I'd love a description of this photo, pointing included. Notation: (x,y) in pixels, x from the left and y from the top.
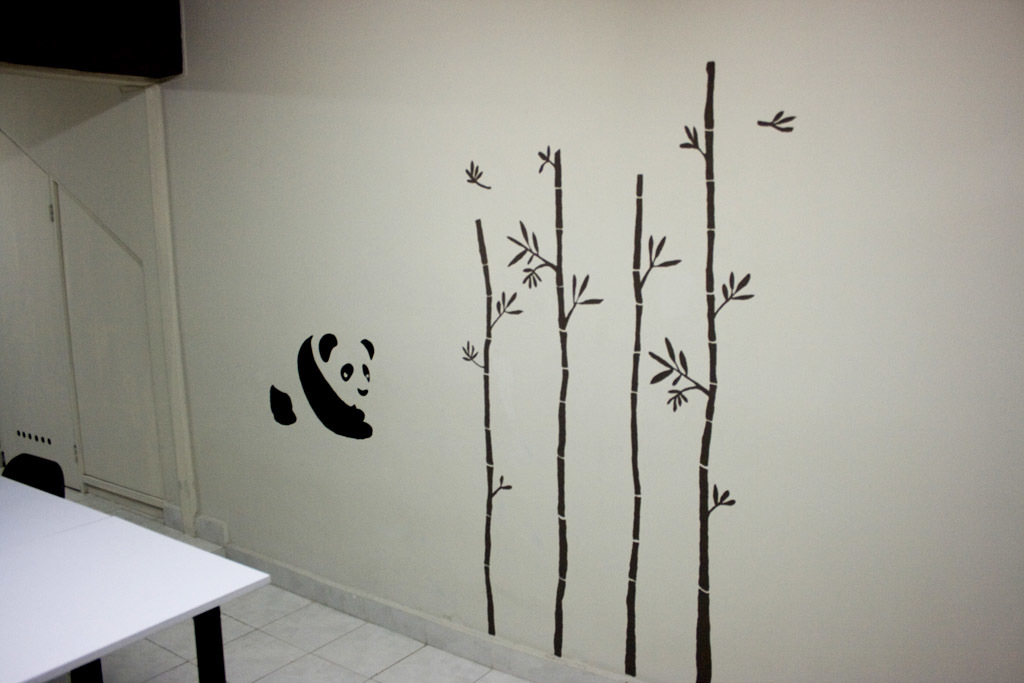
In this picture we can see a wall (630,459), there are some stickers (652,240) pasted on the wall (602,349), at the left bottom (40,475) we can see a chair (27,475) and a table (47,541).
